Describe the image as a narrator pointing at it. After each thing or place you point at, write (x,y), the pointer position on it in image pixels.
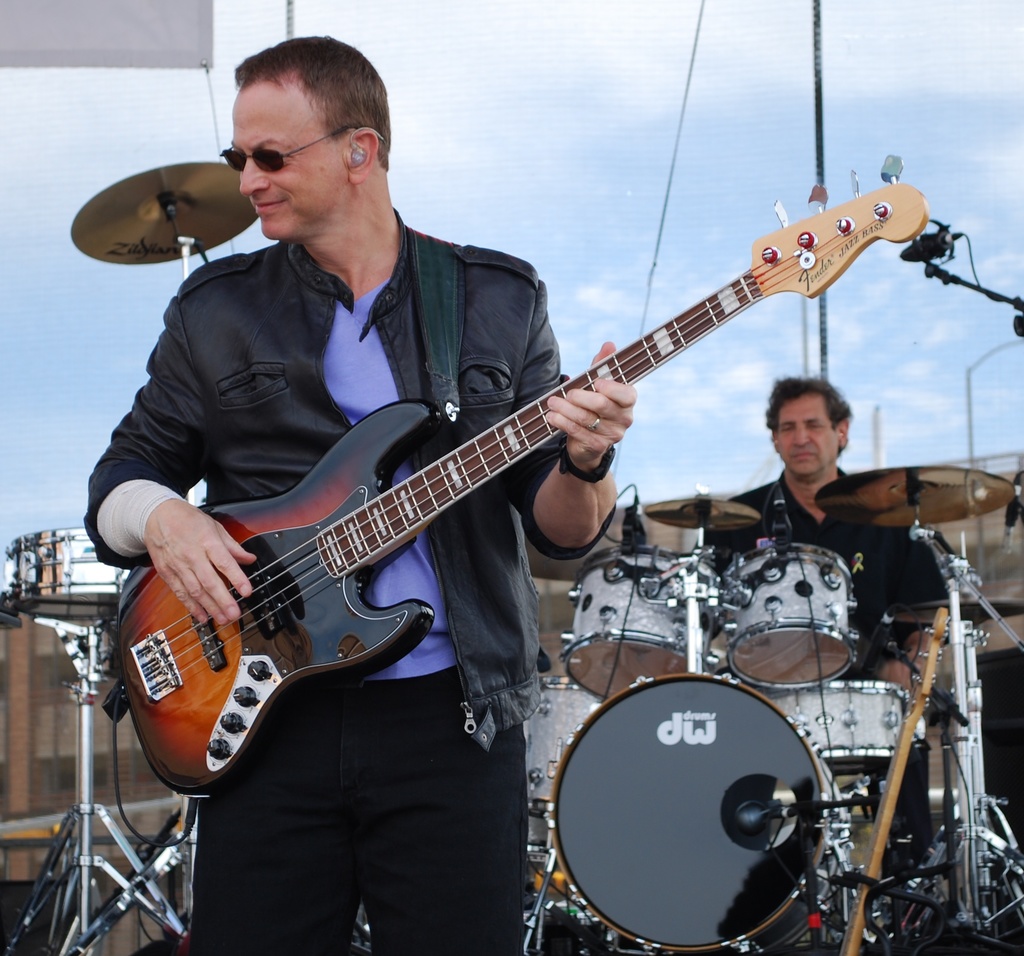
In this picture there is a man (324,353) who is wearing jacket (492,399), t-shirt (428,551), goggles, trouser (421,765) and watch (571,468). He is playing guitar (290,561). In the back (790,443) there is another man (810,477) who is wearing black dress (857,552), sitting on the chair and playing drums (666,748). On the top (813,2) we can see sky (762,56) and clouds (944,31). On the top left corner (21,20) there is a white color cloth (102,60). In the background (76,733) we can see a wall (60,766).
